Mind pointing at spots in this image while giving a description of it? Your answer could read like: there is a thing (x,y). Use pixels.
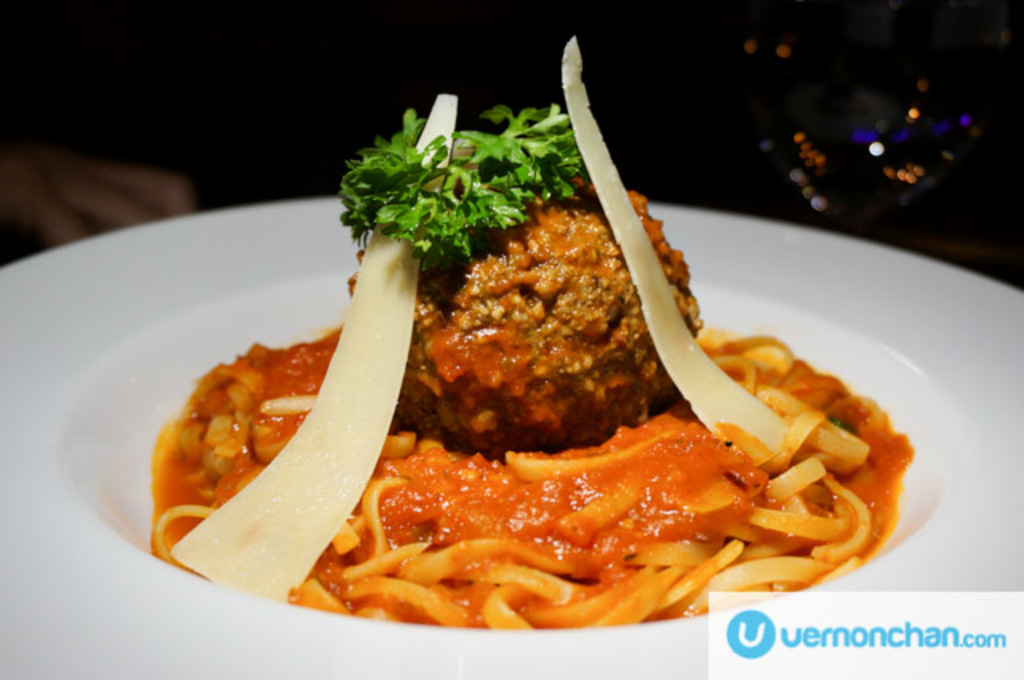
This picture shows food (502,293) in the plate (1023,417) and we see a logo (849,613) at the right bottom of the picture (991,642).
